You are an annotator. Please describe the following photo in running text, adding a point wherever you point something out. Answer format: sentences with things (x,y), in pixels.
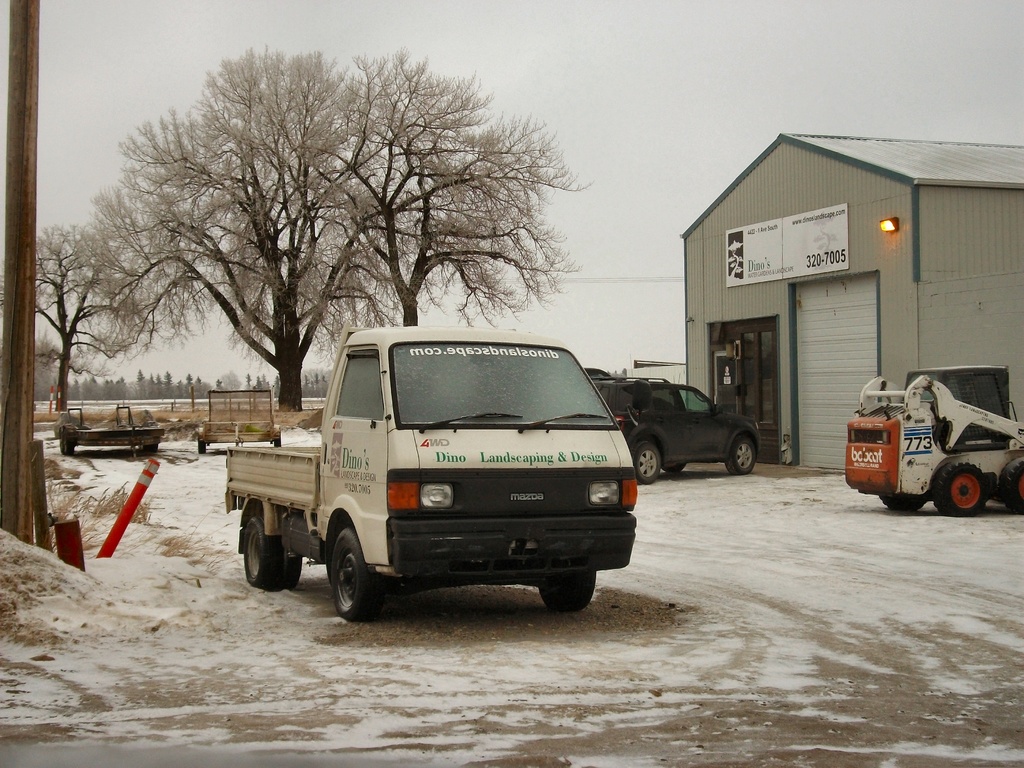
In this image we can see vehicles (527,442). In the background of the image (345,159) there are trees (260,319). To the left side of the image (26,386) there is a pole (29,45) and safety pole (154,467). To the right side of the image (780,339) there is house (821,208) with a board (811,259) and some text (838,252) on it. At the bottom of the image (508,671) there is road (272,655) with snow (401,726) on it.
